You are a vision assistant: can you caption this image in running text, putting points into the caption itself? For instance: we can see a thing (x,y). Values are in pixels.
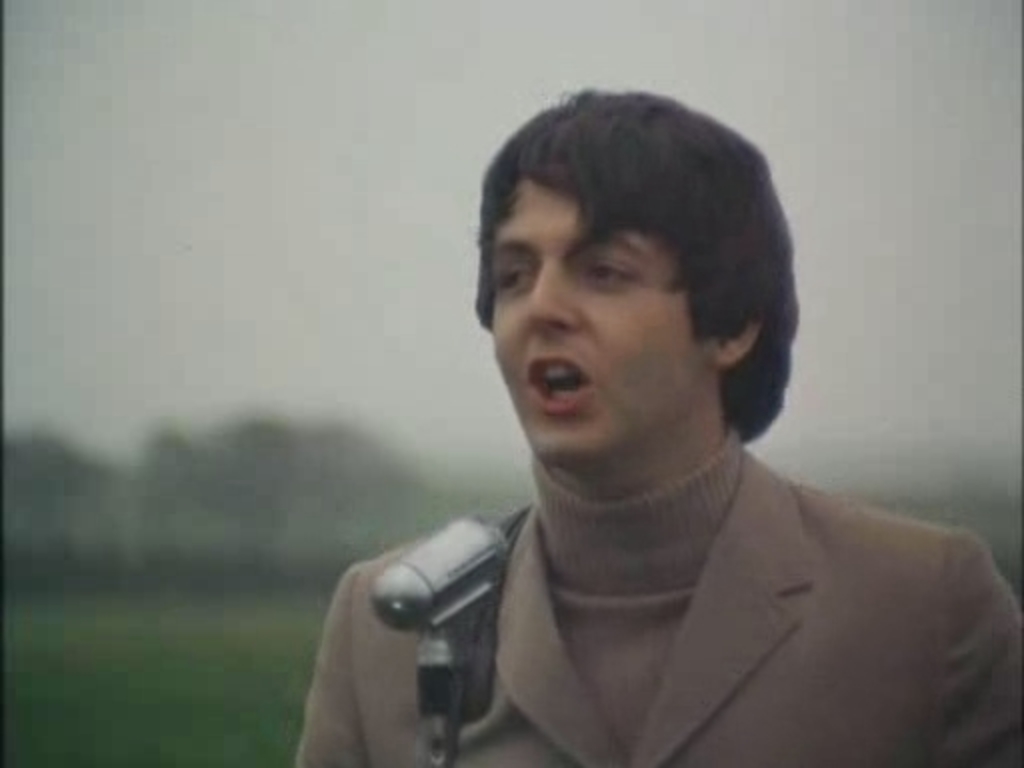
In this image there is a man (600,446) with brown jacket (384,661) is speaking in a microphone (445,636).
